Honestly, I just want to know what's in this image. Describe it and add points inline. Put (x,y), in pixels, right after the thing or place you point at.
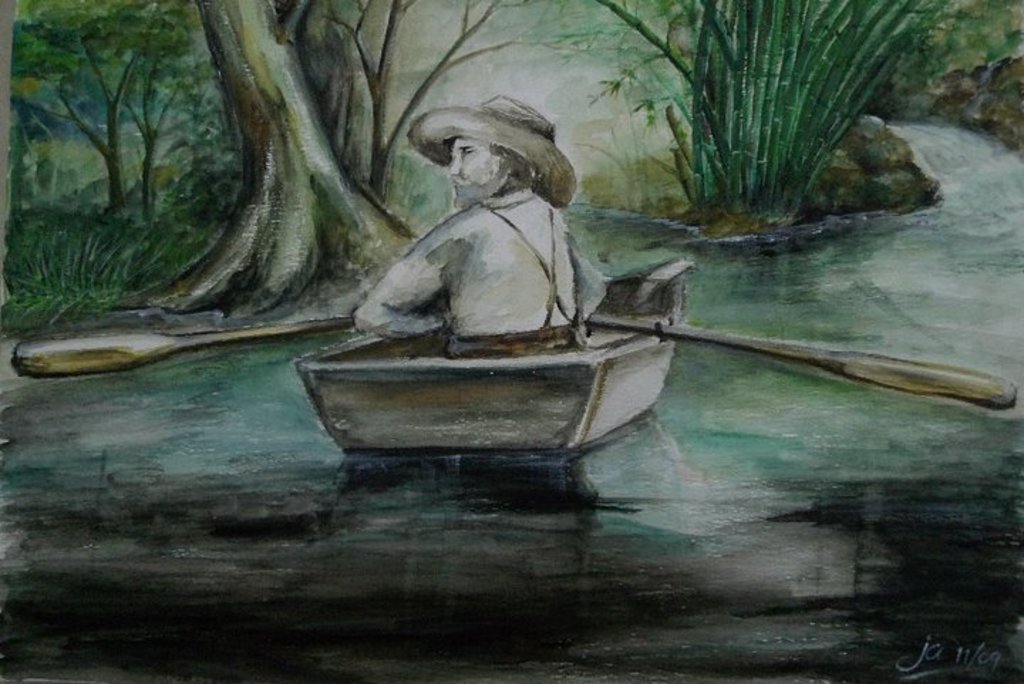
This is a painting and in this painting we can see a person (562,252) sitting in a boat (444,390) and holding paddles (332,324) and this boat (654,372) is on water (846,342) and in the background (141,218) we can see plants (115,223) and trees (387,145).
